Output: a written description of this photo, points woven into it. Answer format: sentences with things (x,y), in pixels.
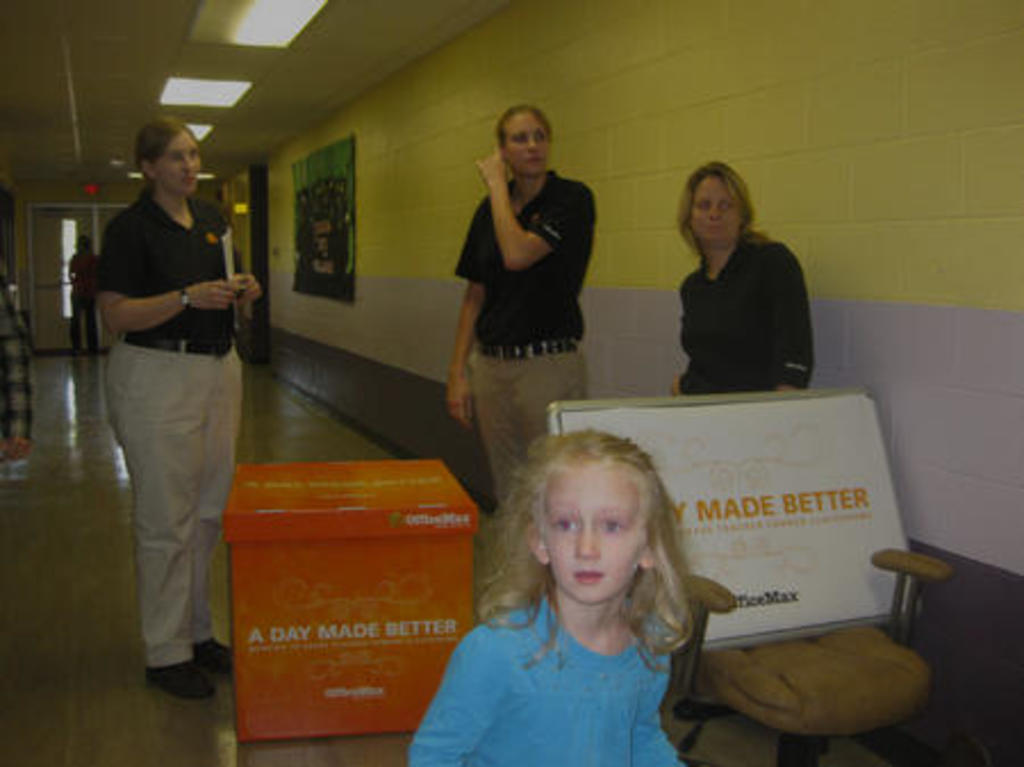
In this image I can see a group of people (200,235) on the floor (67,419), a box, chair (786,657), boards (679,432) and lights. In the background (674,205) I can see wall paintings (306,276) on a wall (359,222), doors (70,208) and so on. This image is taken may be in a hall (48,657).
